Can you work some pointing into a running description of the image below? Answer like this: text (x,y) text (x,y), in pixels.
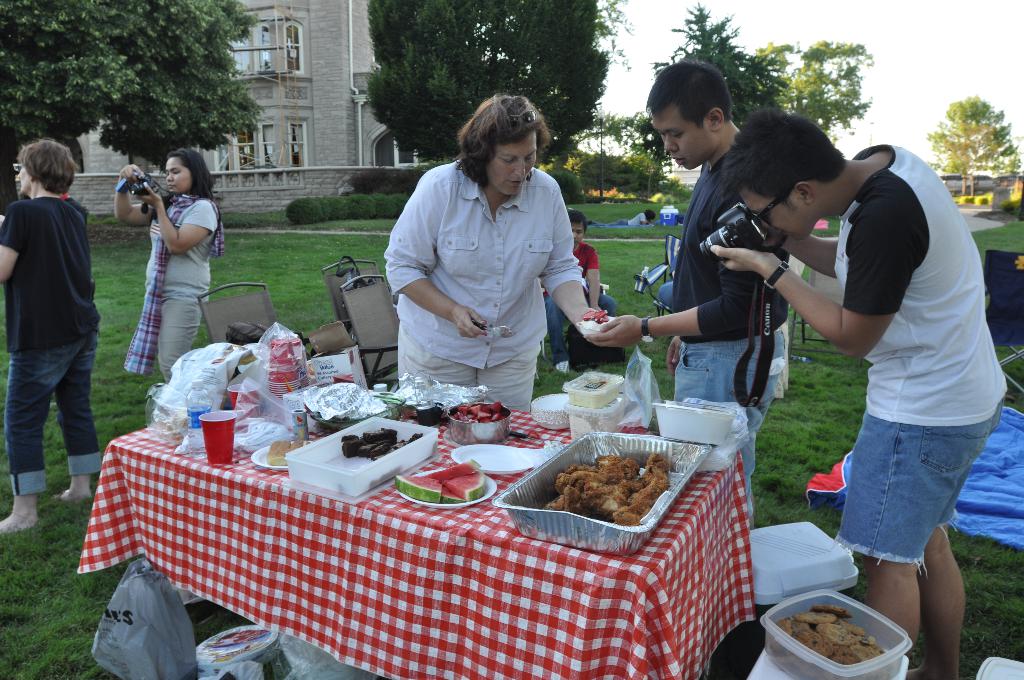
In this picture we can see a group of people (912,401) standing on the grass (656,356) and a man (576,215) sitting on a chair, cameras (730,237), table (539,430) with bowls (550,418), plates (494,448), tin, plastic covers (279,400), bottle (199,437), glass (215,443) and food items (646,511) on it and in the background (430,113) we can see a building (346,107) with windows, trees (802,101), sky (905,58).
